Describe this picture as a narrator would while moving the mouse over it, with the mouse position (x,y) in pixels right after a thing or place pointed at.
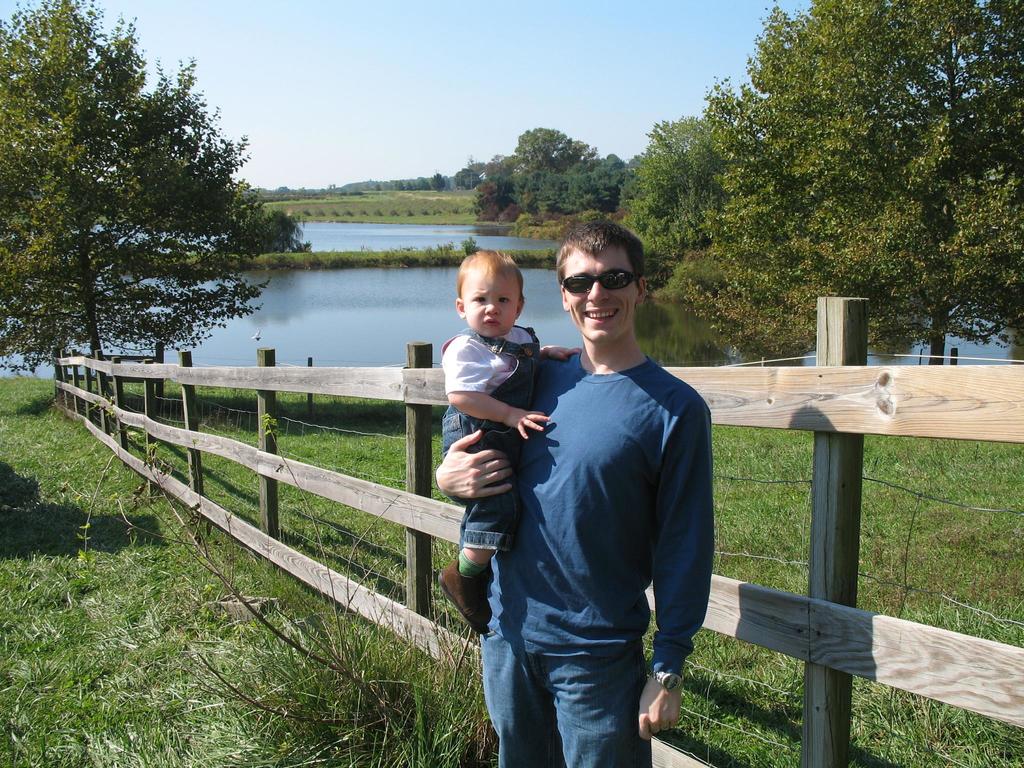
In the middle of the image (608,438) we can see a man (591,450), he is holding a baby (467,302), he wore spectacles (585,286) and he is smiling, behind him we can see fence (727,595), grass (729,566), few trees (894,190) and water (367,303).
